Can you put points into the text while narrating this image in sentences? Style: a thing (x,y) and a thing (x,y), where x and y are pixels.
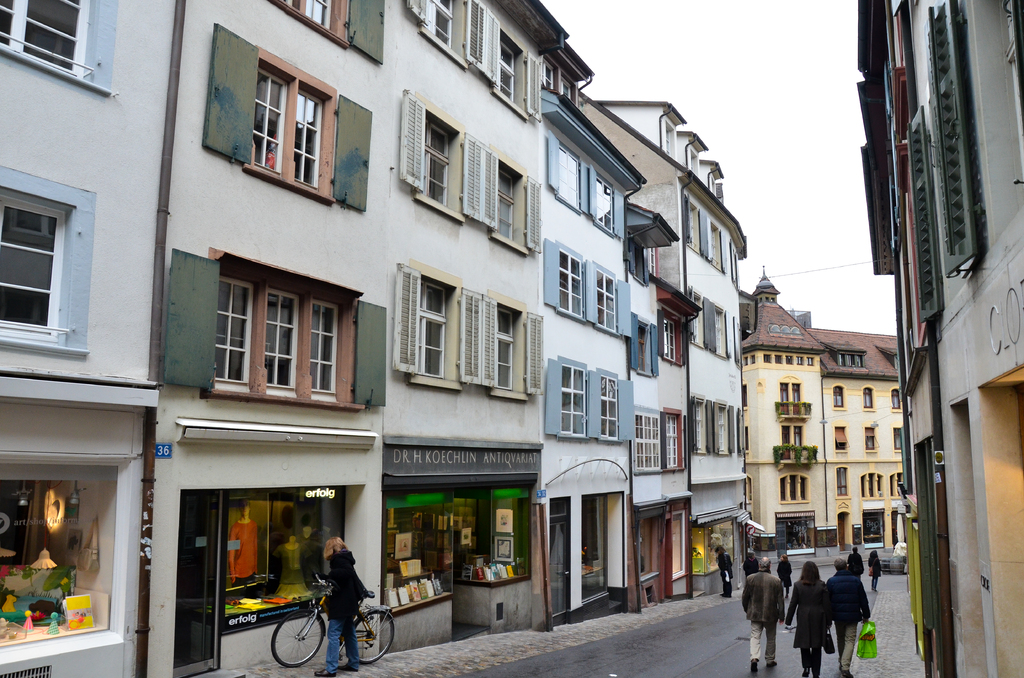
In this image there is the sky (782,131) truncated towards the top of the image (737,45), there are buildings (343,138) truncated towards the top of the image (420,63), there are buildings (73,200) truncated towards the left of the image (66,356), there are windows (27,218), there is text (488,466) on the building (475,460), there are persons (804,609) walking on the road (749,641), the persons (821,628) are holding an object (865,631), there is a bicycle (365,644), there are objects (425,584), there is a building (946,280) truncated towards the right of the image (972,271).
